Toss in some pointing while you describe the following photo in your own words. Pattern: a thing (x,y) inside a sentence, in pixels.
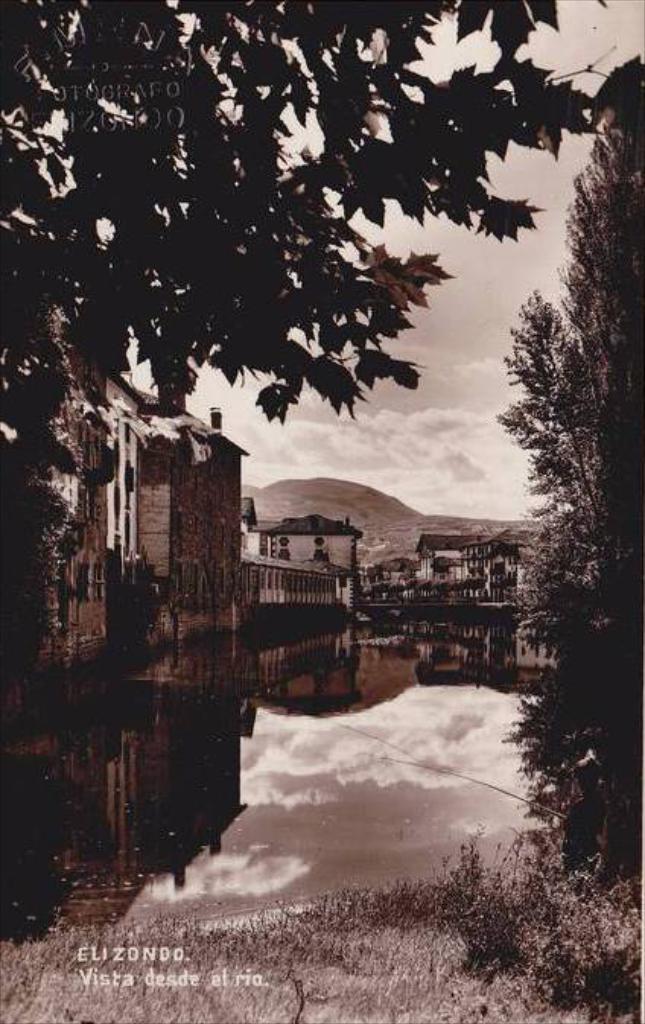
This picture shows few buildings (472,579) and we see water (318,789) and few trees (607,699) and a cloudy sky (431,347) and we see text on the bottom of the picture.
